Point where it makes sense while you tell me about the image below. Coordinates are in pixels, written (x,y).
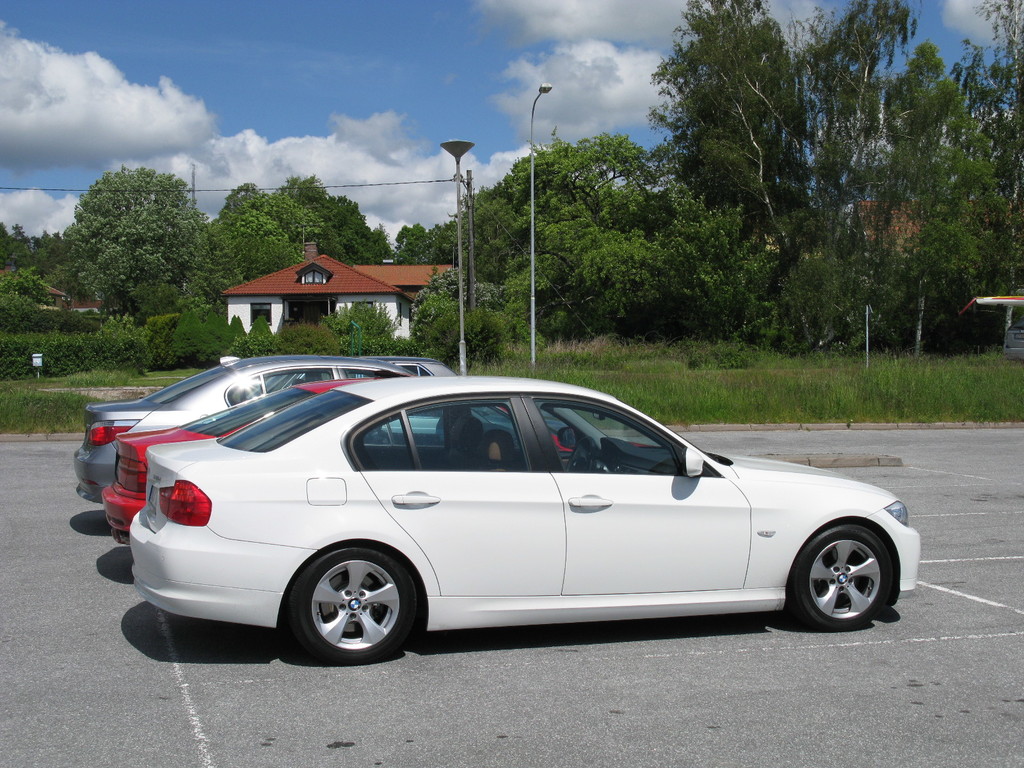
In this picture we can see few cars (560,577) on the road (699,632), in the background (499,272) we can find few poles (457,166), trees (521,172) and a house (333,291).
